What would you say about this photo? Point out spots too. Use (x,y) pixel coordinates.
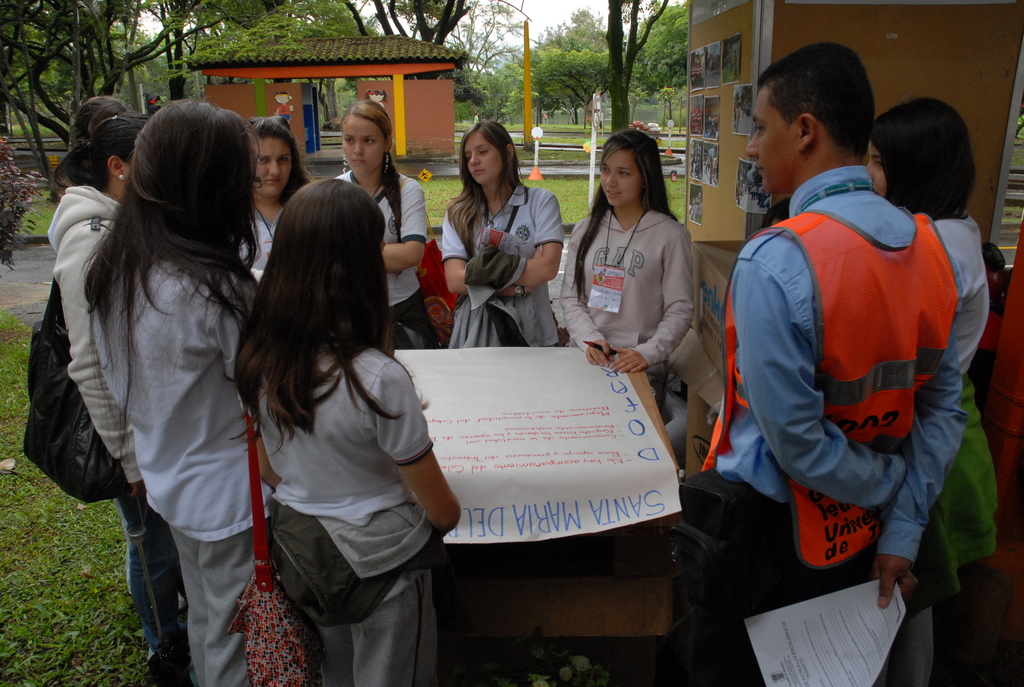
In this image we can see many people (604,335). Some are wearing bags (47,363). And there is a box (649,536). On that there is a paper (532,431) with something written on that. On the ground (41,520) there is grass (61,527). In the background (2,58) there are trees (17,51). Also there is a shed (351,63). And there is a pillar (747,79). And there are papers (748,193) pasted on the pillar (741,150).
